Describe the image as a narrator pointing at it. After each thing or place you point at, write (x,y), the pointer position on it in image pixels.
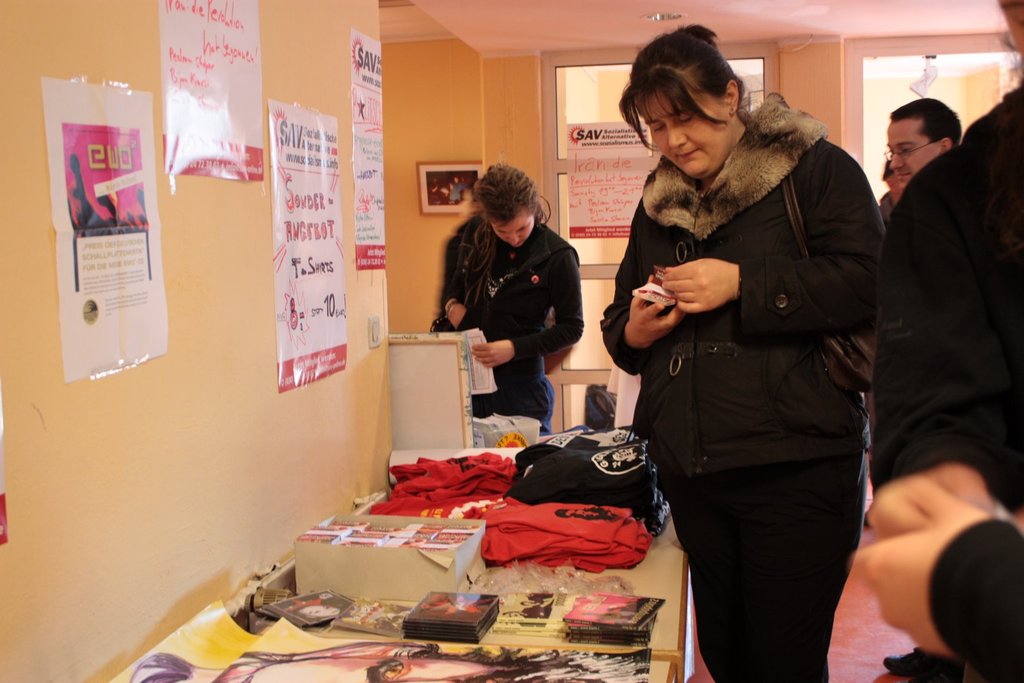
In this picture, there is a woman (686,395) standing beside the table (642,587). She is wearing a black jacket (759,347), black trousers (821,613), carrying a bag (867,376) and holding something. On the table (529,641), there are clothes (572,439), disks (533,594) etc are placed. To the wall (225,254), there are posters (118,192). Towards the right (976,204), there are people (978,252).
